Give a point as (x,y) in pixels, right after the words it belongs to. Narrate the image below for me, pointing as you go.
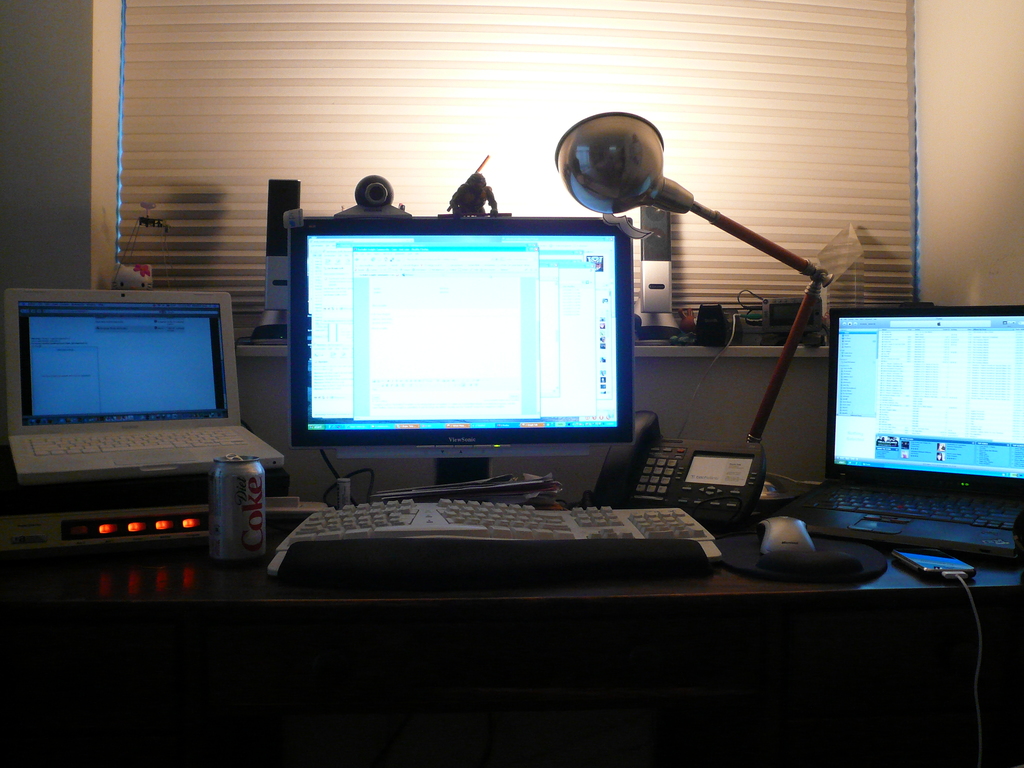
This is the image where laptop (945,457), a mobile phone (931,563), a computer monitor (487,437), a keyboard (497,535), a mouse (781,543), a telephone (730,507) and a coke tin (251,477) are placed on the table (181,583). In the background (317,75) we can see blinds (412,97).
